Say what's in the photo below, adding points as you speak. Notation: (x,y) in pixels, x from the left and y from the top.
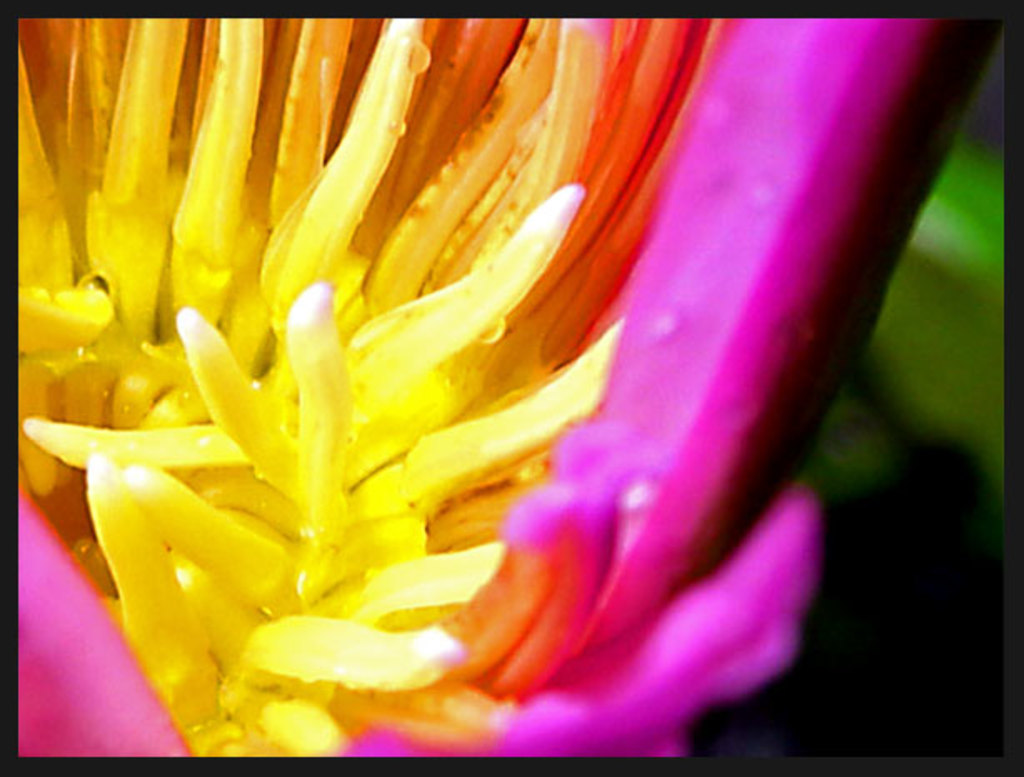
In this image I can see a flower (692,296) which is pink and yellow in color and I can see the green and black colored background (830,687).
